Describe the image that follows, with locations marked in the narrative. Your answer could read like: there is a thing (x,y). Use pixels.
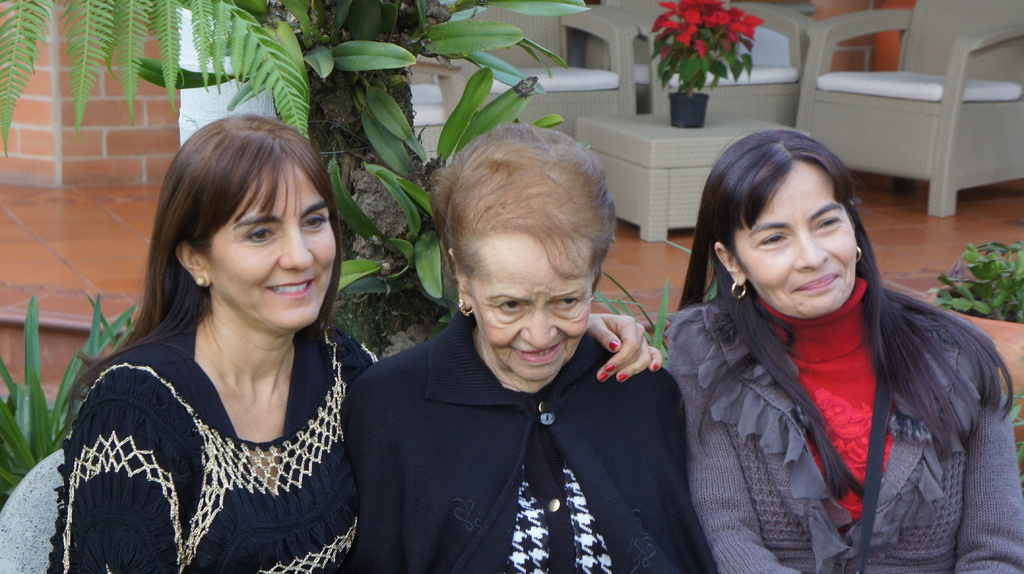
In the center of the image (543,360) we can see three persons (519,415) are sitting and they are smiling and they are in different costumes (642,430). In the background (573,132) there is a brick wall (54,146), plants (299,13), one table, chairs (430,107) and one pot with a plant (699,18) and flowers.
